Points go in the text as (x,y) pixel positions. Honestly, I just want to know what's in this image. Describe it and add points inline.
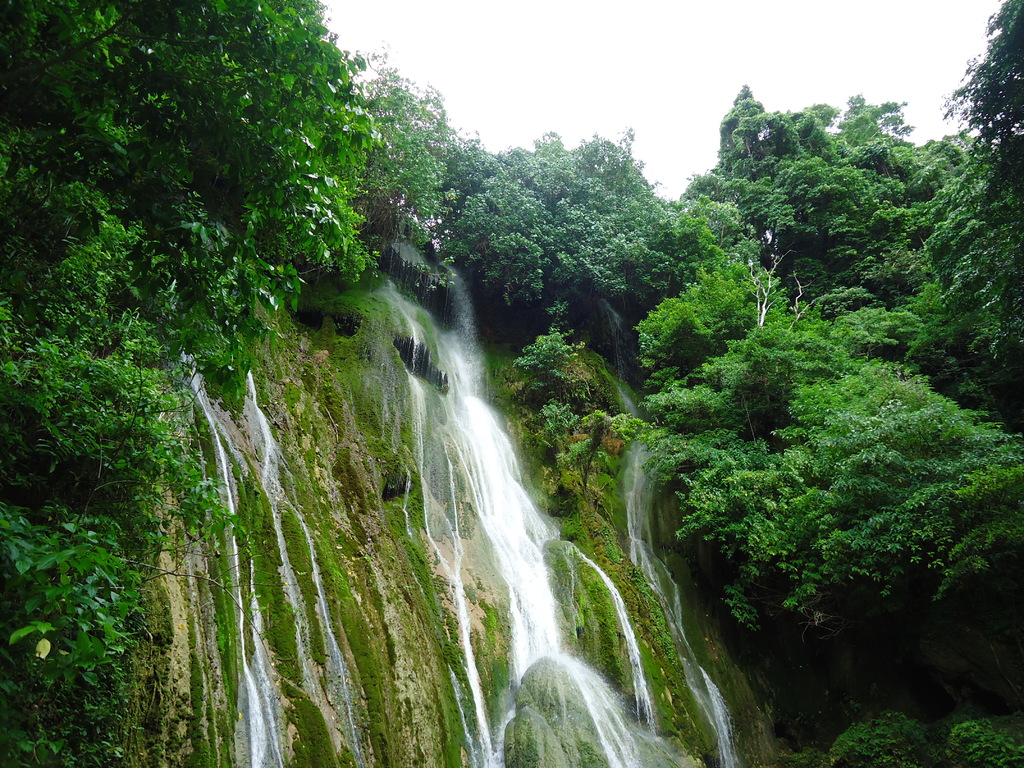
There is a beautiful waterfall (454,565) here. Around these waterfalls (514,519) there are some tree (316,27) which is looking like forest (872,273). we can observe sky (627,71) here.
